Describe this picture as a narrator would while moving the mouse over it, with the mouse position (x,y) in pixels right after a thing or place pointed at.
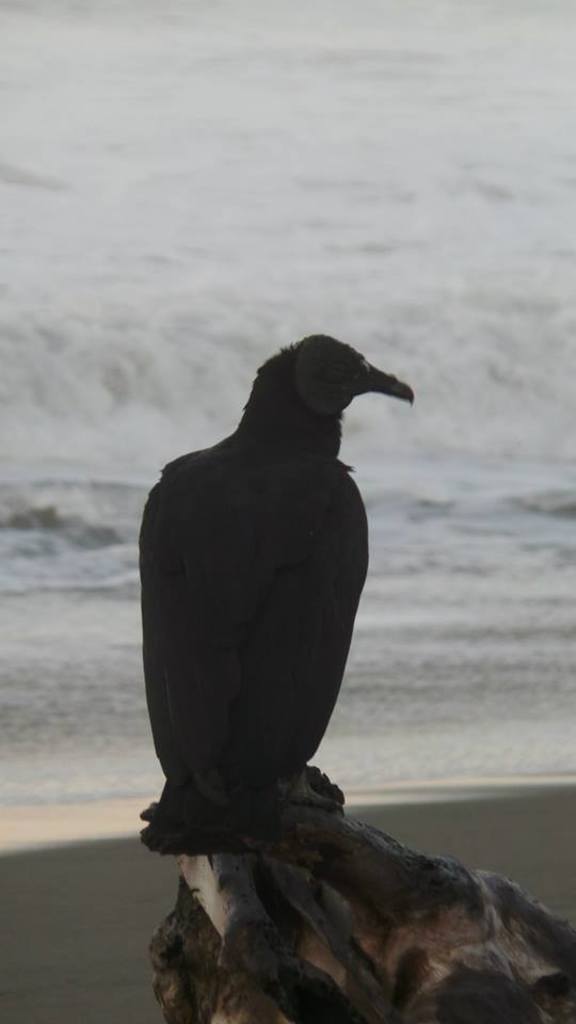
In this image, we can see a bird (284,782) on the trunk (404,937) and in the background (374,318), there is water (309,299).
